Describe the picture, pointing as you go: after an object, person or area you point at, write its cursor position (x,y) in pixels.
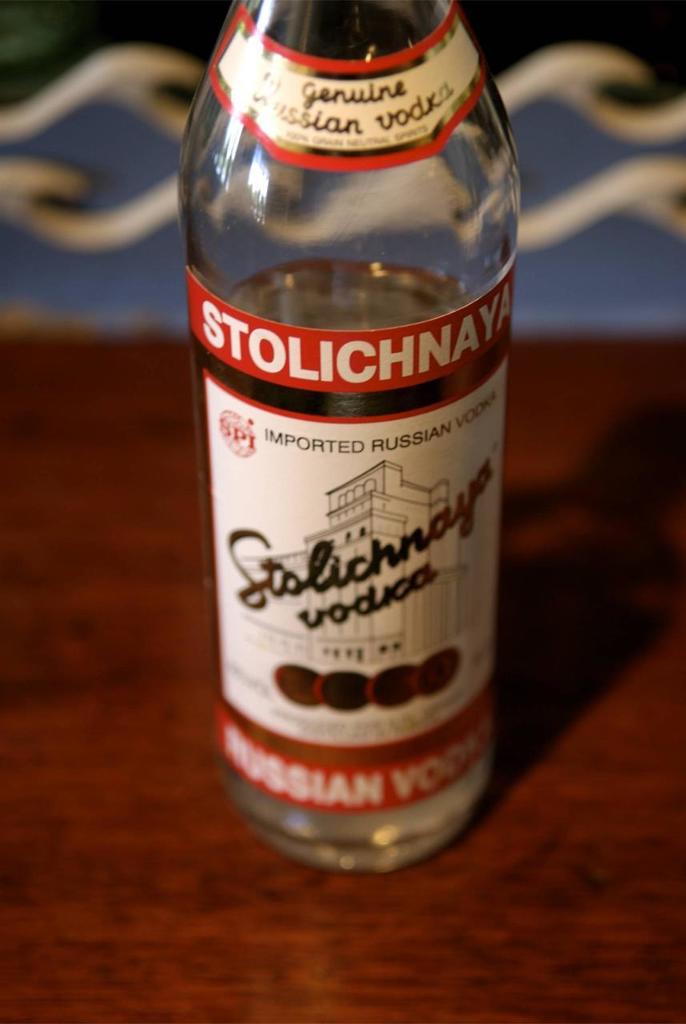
In this picture we can see a truncated bottle (458,669).
